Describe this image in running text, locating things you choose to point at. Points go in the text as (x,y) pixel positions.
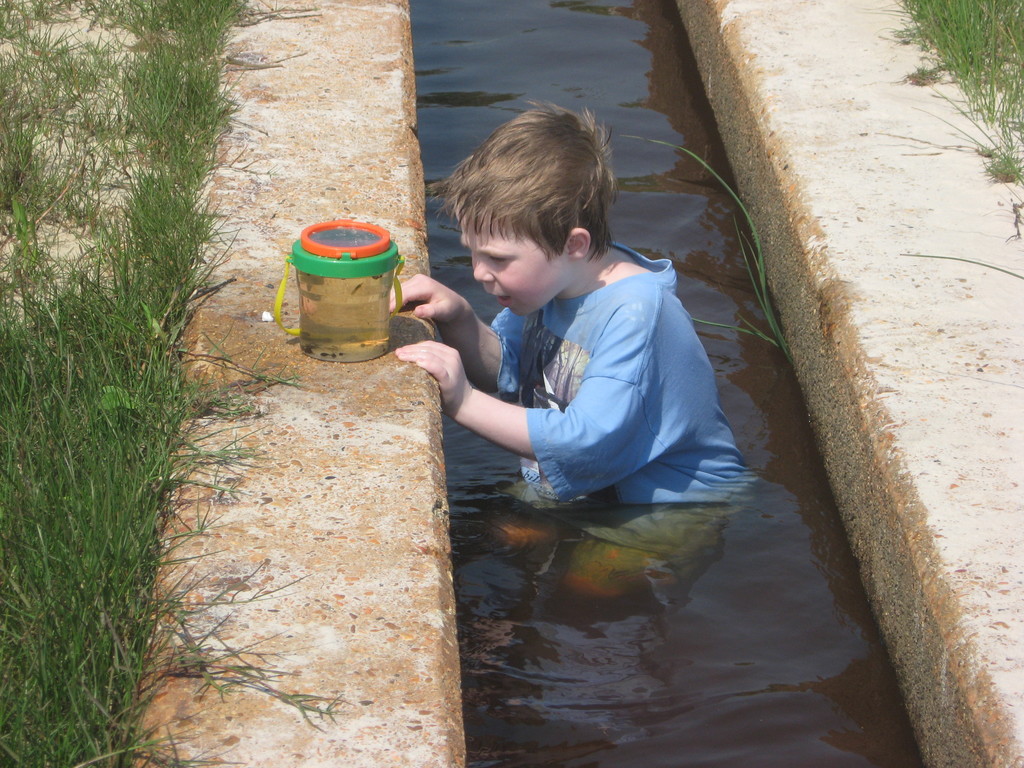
In the center of the image (616,386) there is a boy (642,542) present in the water (641,611). There is a basket (376,326) on the surface (369,422). There is also a grass (102,268) on both sides of the image.
